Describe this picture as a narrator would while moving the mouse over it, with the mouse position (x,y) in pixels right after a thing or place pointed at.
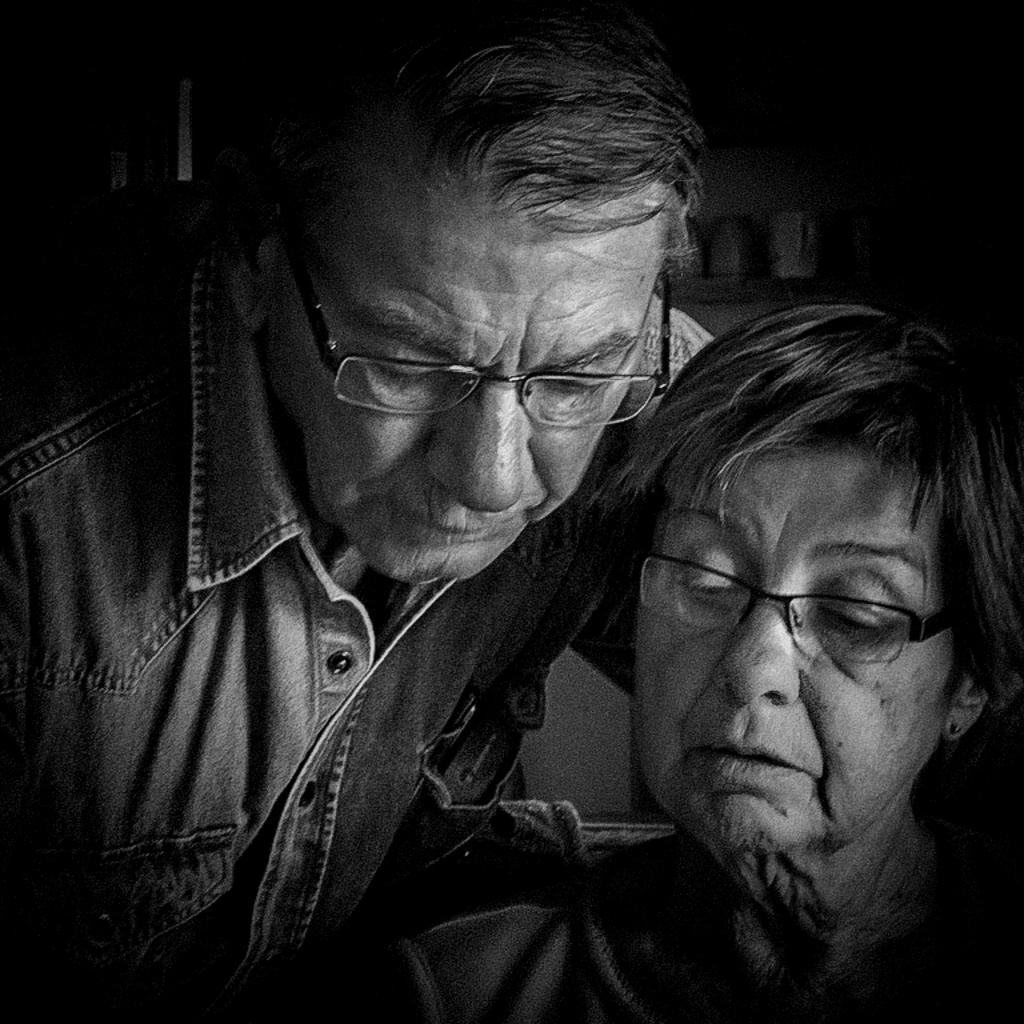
In this a monochrome image of a lady (704,878) sitting on the chair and man (425,528) standing behind her, behind them there is a shelf (778,281) with so many cups (740,249).
